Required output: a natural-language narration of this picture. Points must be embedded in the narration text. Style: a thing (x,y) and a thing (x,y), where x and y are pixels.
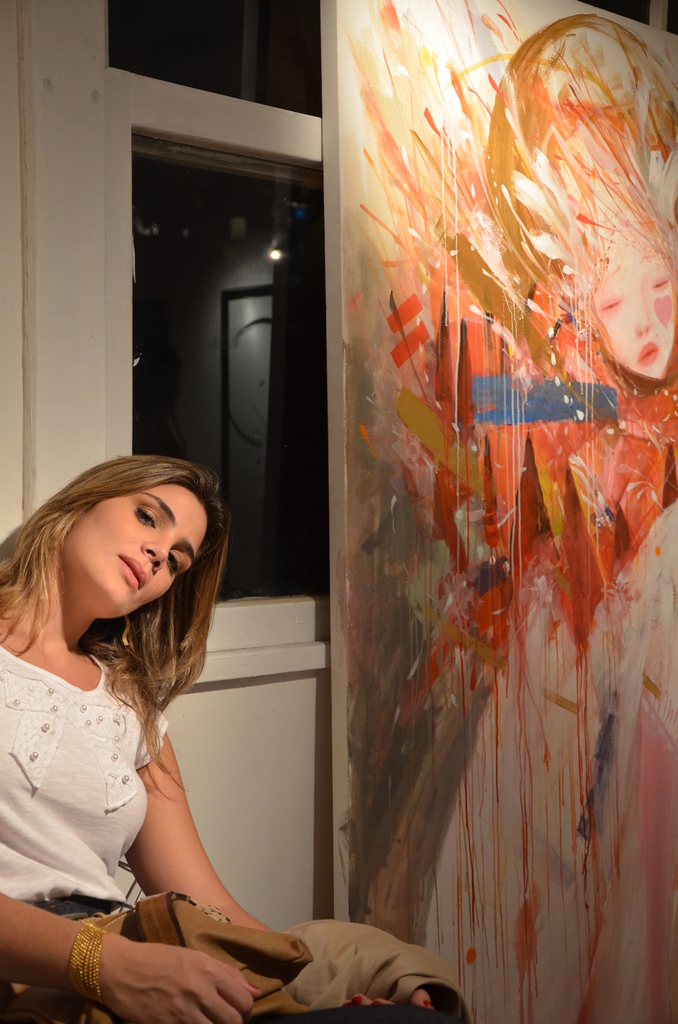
In this image we can see a woman (135,639) sitting in a room (387,756) and holding an object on the left side (224,972). We can see a board (543,170) with a painting (564,309) on the right side (520,368).
